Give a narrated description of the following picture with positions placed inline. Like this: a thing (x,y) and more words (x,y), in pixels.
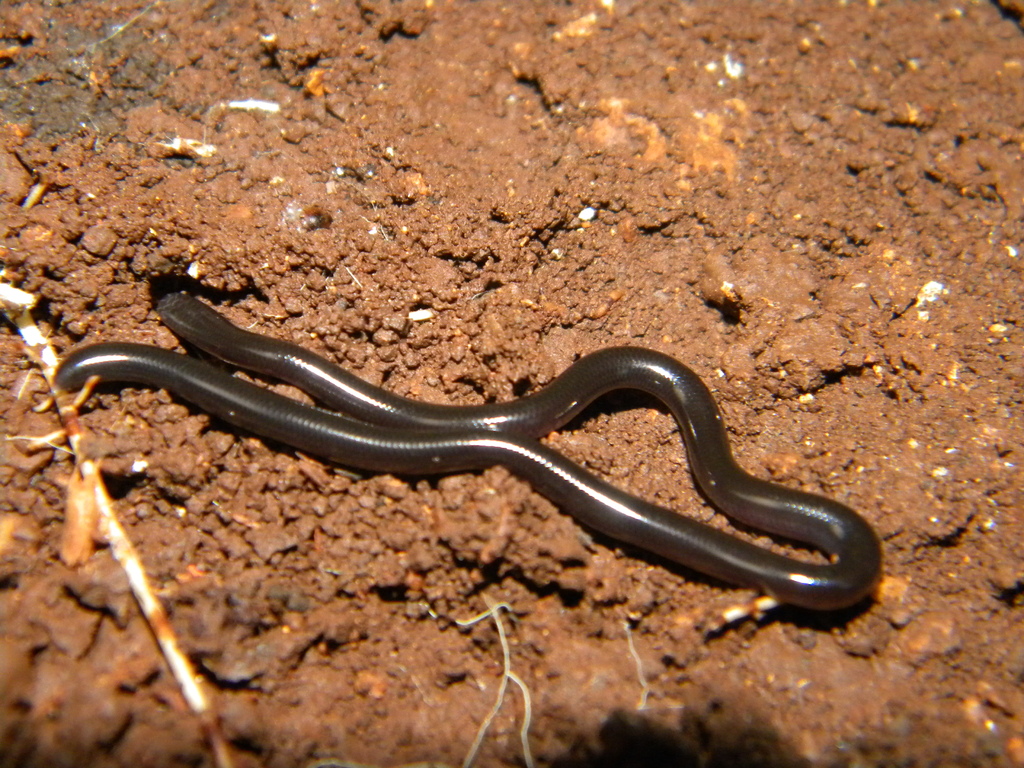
In the picture I can see a snake (778,585) in the soil (699,517).
